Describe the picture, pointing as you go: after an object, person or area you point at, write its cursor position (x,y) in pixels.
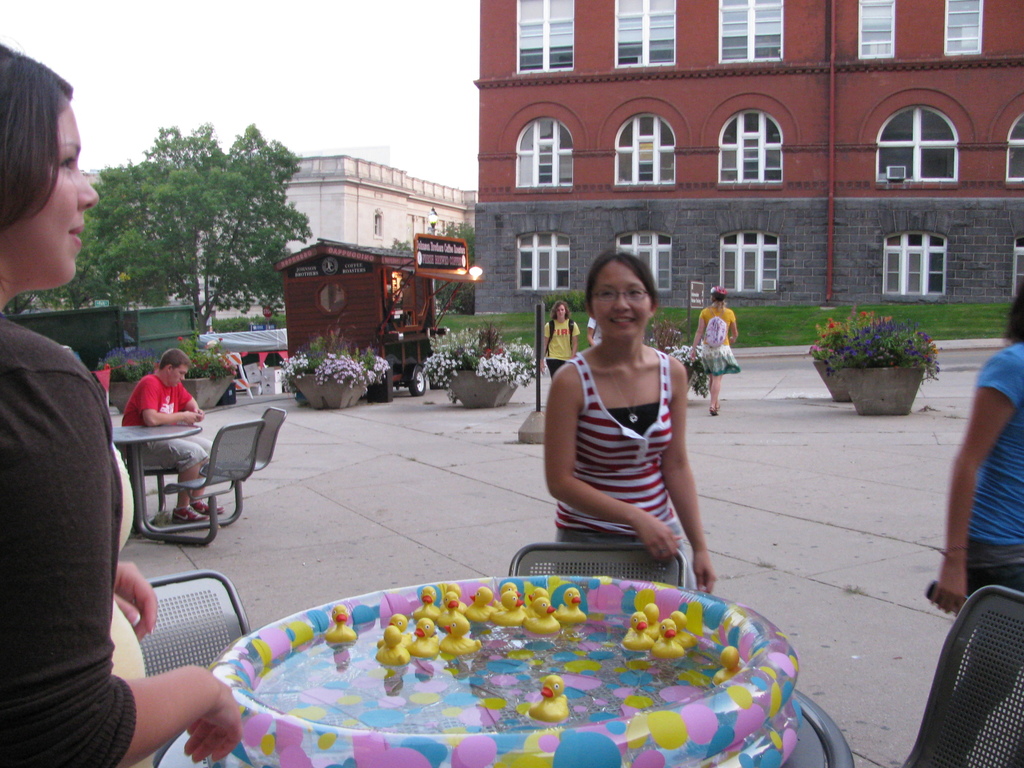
This picture describes about group of people (170,400) few are seated on the chair (244,430) and few are standing, in the middle of the given image we can see duck toys (542,624) in the water (543,664), the water (426,674) is in the tub (696,718), in the background (599,163) we can see couple of buildings (427,192) and trees (213,217).
